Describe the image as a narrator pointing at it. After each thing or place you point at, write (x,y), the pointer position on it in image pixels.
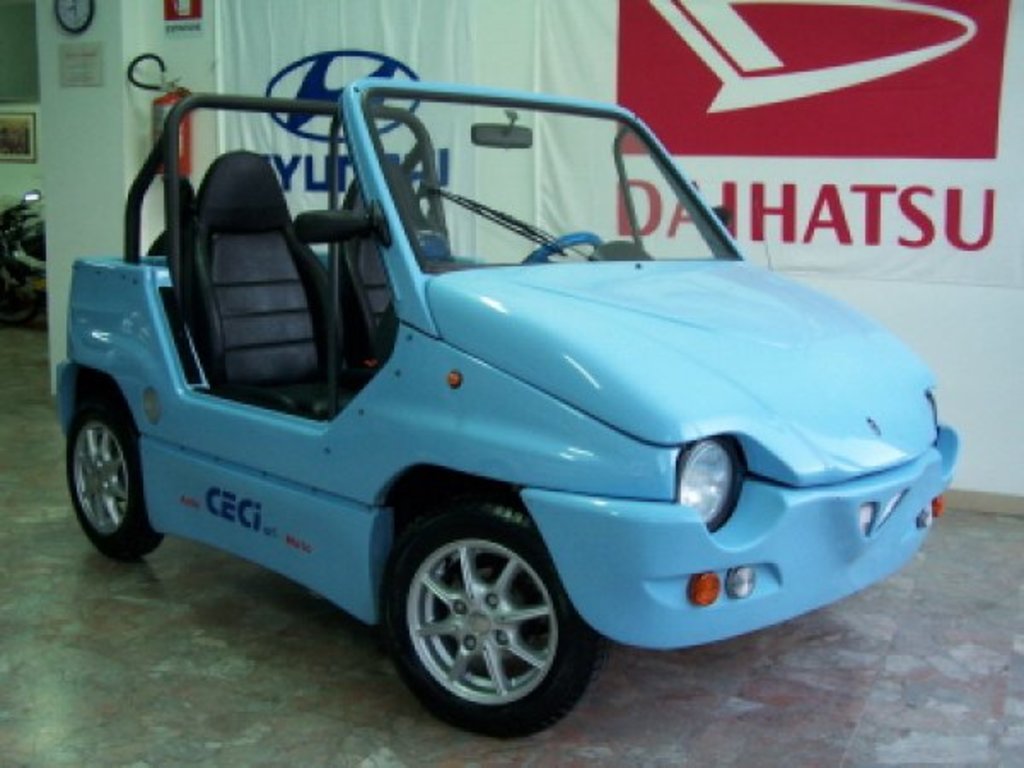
In this image in the center (484,506) there is one vehicle (398,91), and in the background (366,69) there are some boards (632,74) on the wall (989,368). And on the left side (29,216) there are some objects (18,229) and a photo frame (12,141) and clock (84,13) on the wall (84,167), at the bottom (694,736) there is a walkway (871,720).
